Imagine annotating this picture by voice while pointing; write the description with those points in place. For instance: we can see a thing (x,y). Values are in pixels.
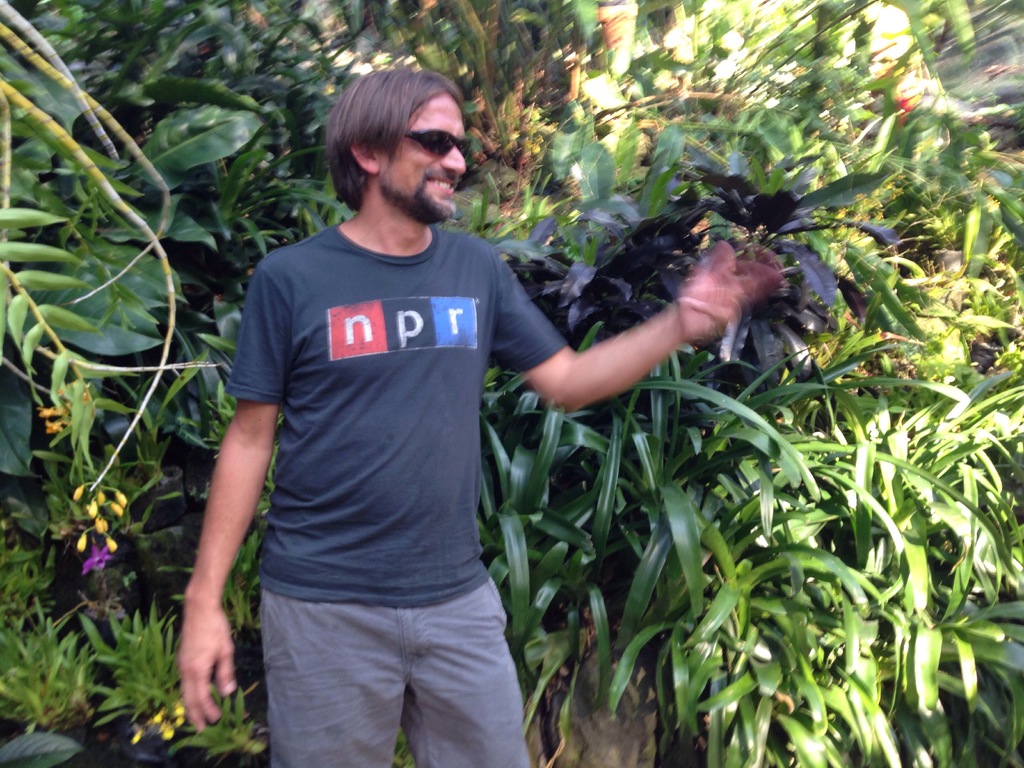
In this picture we can see a man (358,458) standing. Behind the man (278,379), there are trees (808,428).
